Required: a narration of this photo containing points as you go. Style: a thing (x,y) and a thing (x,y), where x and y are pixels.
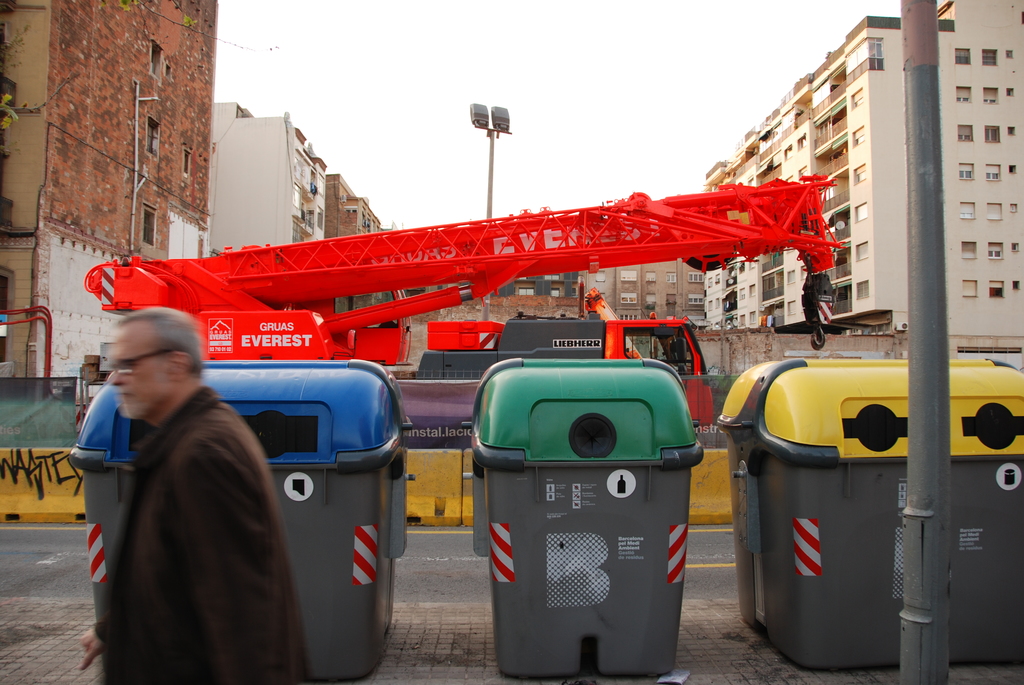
In this image we can see a person (140,494) wearing the glasses (131,364) on the left (252,486). We can also see the bins (587,470), pole (918,34), light pole (487,301) and also a crane machine (490,287). We can also see the barrier (710,496), road (77,545) and also the path (414,621). In the background (177,177) we can see the buildings (786,154) and also the sky (434,98).
